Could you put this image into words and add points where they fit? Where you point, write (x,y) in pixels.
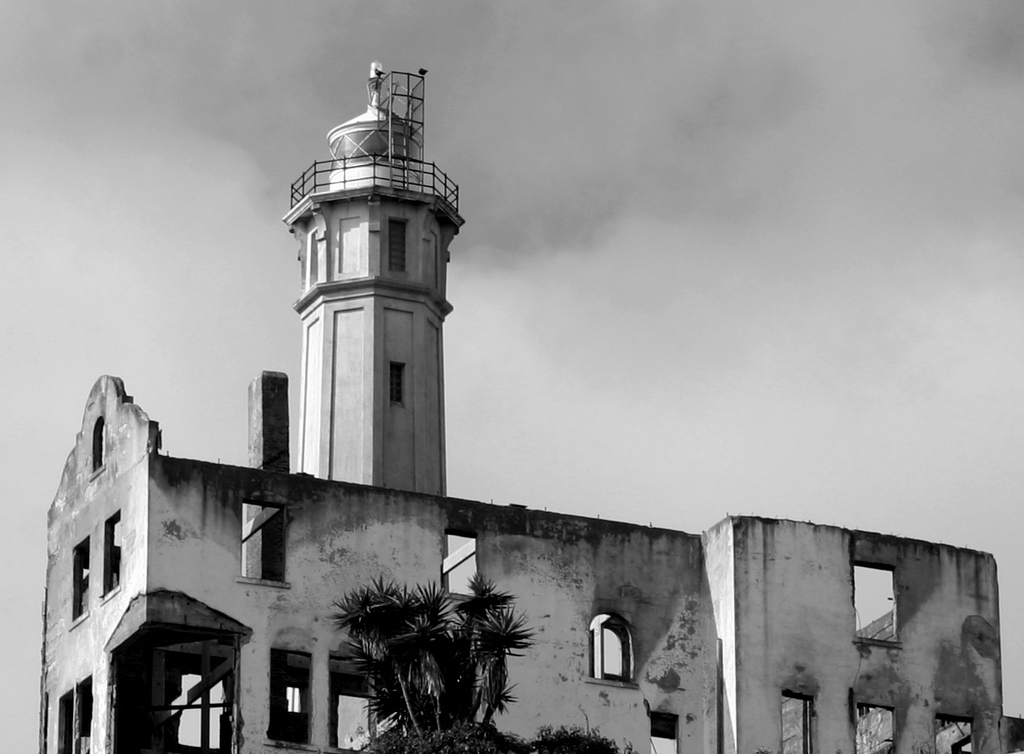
In the center of the image (356,455) there is a tower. At the bottom (443,663) we can see a tree (461,691). In the background (83,212) there is sky (97,212).
